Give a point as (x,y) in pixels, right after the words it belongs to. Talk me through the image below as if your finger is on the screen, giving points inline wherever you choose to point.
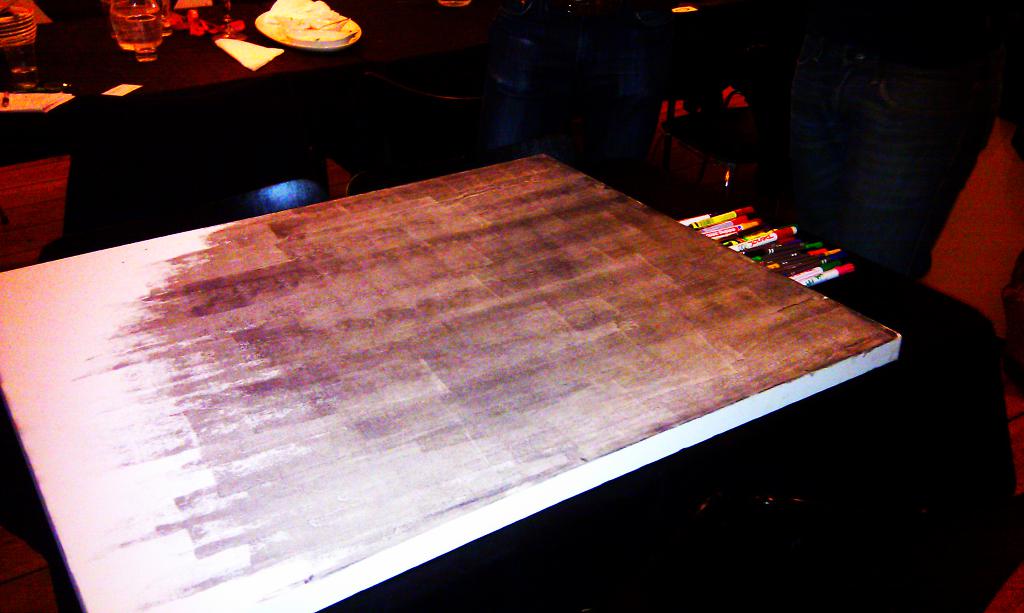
In the center of the image (442,251) there is a table (577,428). On the right side of the image (698,222) we can see pens (716,218) and markers (744,237) placed on the table (832,281). In the background (21,121) we can see table (201,80), glass (141,60) and water (140,19) in jar (142,47).
